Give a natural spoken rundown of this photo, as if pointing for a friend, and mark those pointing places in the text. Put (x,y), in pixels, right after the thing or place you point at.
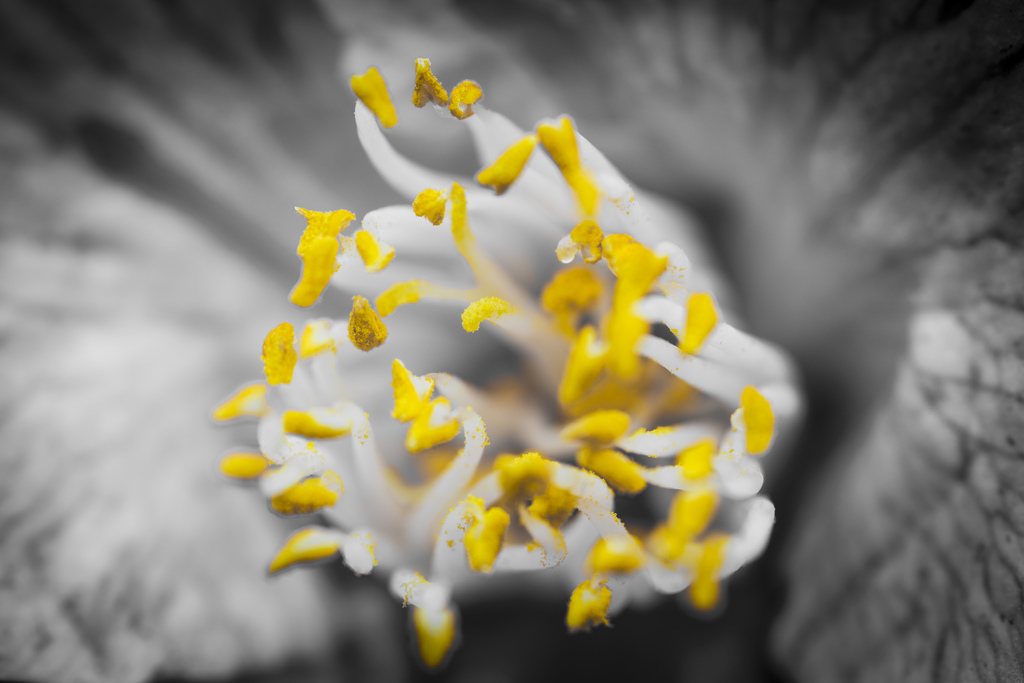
In this picture we can see white and yellow color flower (571,333).
